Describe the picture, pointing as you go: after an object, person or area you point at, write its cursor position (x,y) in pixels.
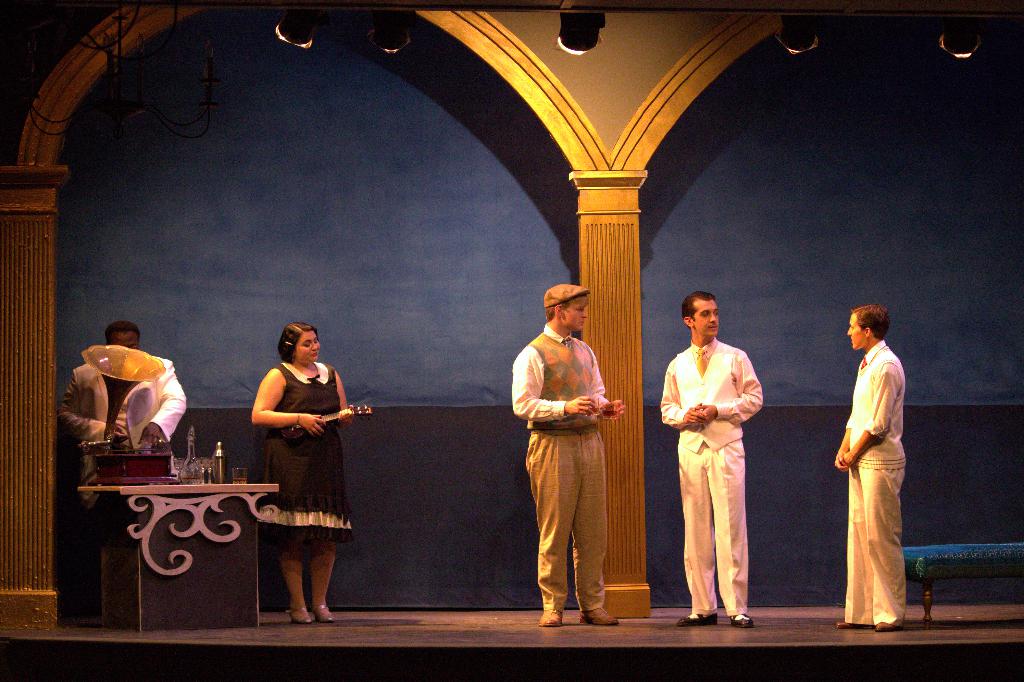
On the left side of the image (124,336) we can see a person (86,392) is playing a musical instrument (120,462) and a table (167,573) is there. In the middle of the image (546,422) we can see a lady (331,444) is playing musical instrument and one person (546,465) is looking at opposite person (724,583) and on the top (795,30) lights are there. On the right side of the person (546,560) we can see two people (850,500) are in conversation and one bench (958,565) is there.
